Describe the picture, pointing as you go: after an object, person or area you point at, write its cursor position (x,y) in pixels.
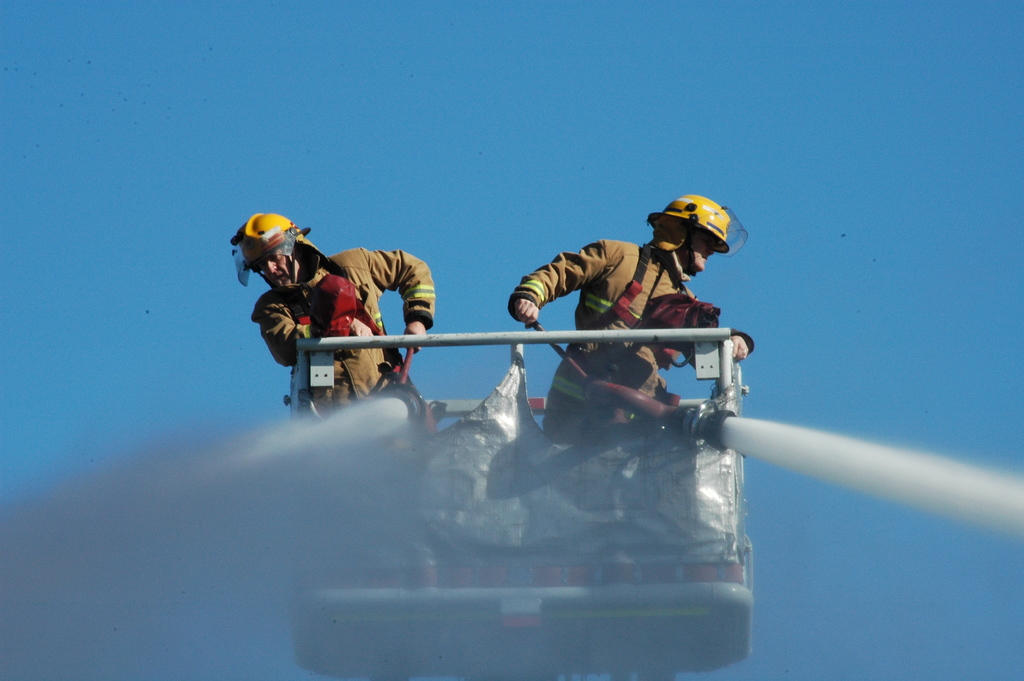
In the center of the image (344,258) there are people (304,293) wearing helmet (667,223). There are water pipes (432,411). In the background of the image (519,112) there is sky (320,146).
